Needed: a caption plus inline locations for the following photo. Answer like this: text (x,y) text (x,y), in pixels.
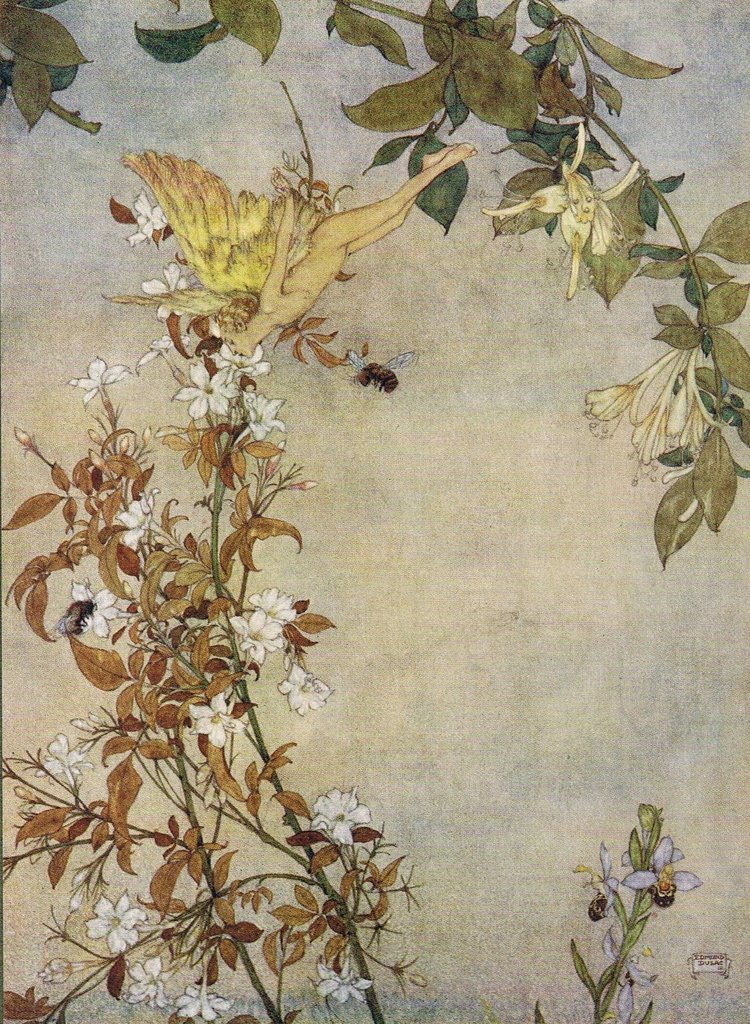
In this picture I can see the art (186,511), where I can see plants (118,517), on which I can see flowers (274,629) on it and I can see an insect (354,362) and a human (304,256) with wings (197,314).
